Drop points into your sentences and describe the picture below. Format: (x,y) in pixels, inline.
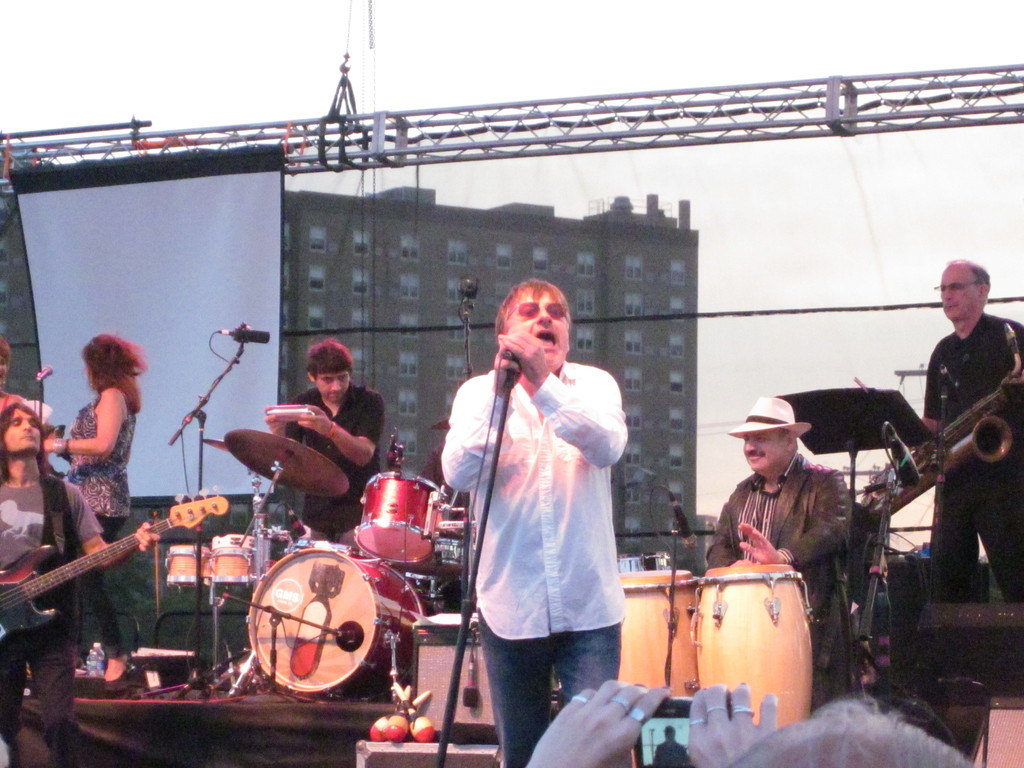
this picture shows a man (506,663) standing and singing with the help of a microphone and a person (1001,350) playing an instrument (1007,428) and a person (744,422) playing drums (262,452) and a person (5,645) playing guitar (218,510) and we see a building (354,224) back of them and a projector screen (45,346) hanging.
